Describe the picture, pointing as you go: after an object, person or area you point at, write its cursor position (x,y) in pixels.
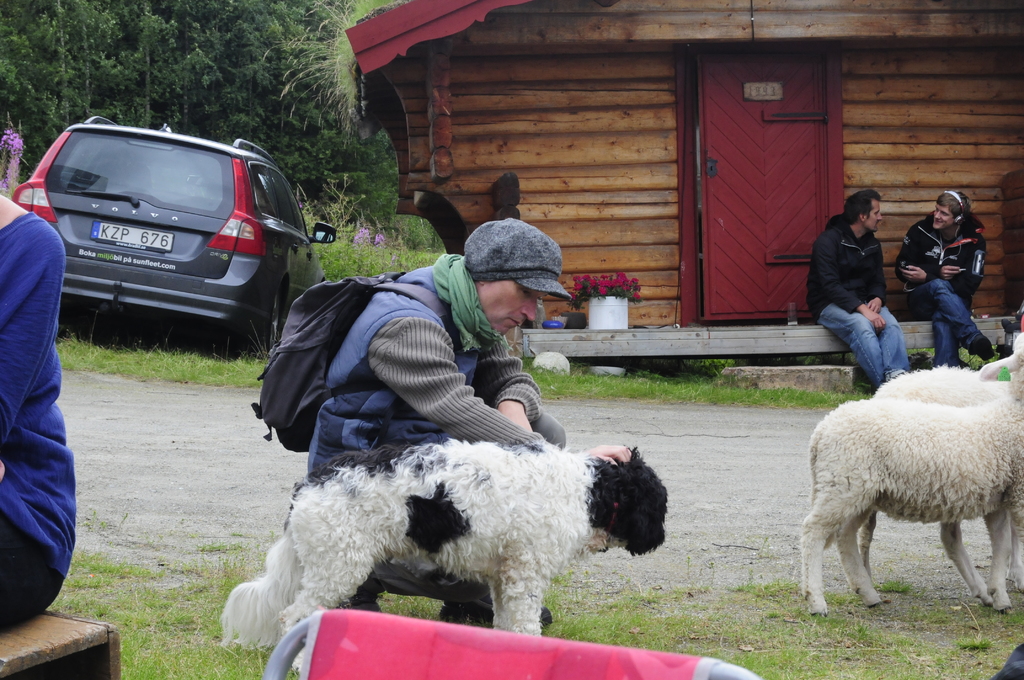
There is a man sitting on ground (255,538) and pampering the dog (503,538) and there are few sheep (980,497) standing in front of them. on the opposite side there is a wooden building (622,150) and in-front of that there are people (924,309) sitting on a wooden bench (535,349) and behind that there is a car (176,228) parked beside the building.
